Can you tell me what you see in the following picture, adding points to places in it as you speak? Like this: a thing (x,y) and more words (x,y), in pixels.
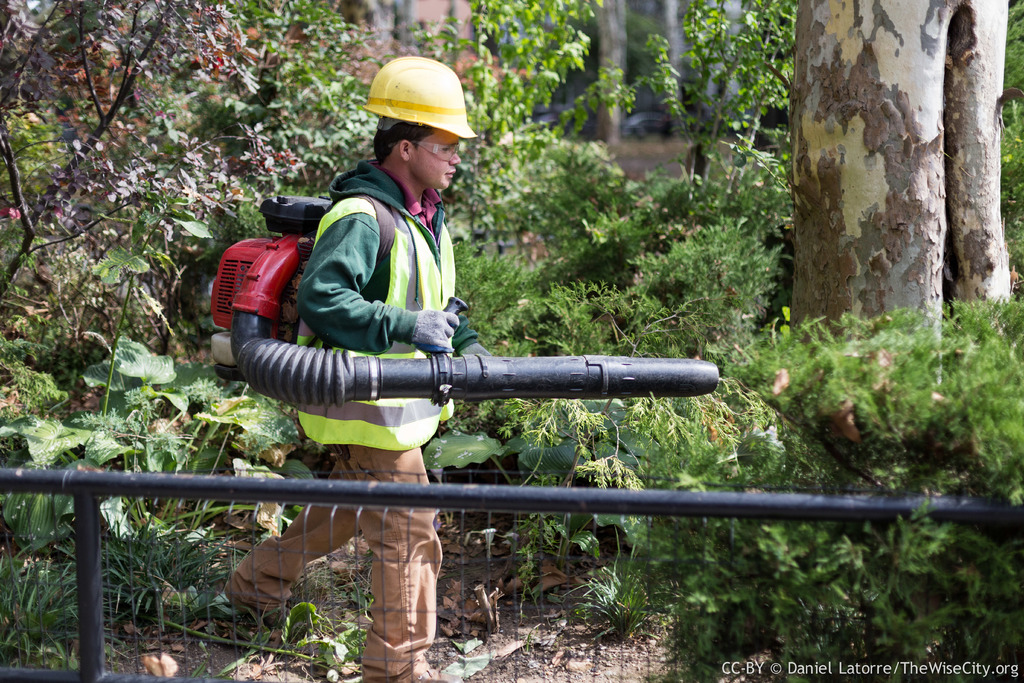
In the image there is a man (366,457), he is wearing some equipment bag (342,362) and walking on the land (447,630), around the man (309,433) there are plants (148,449) and trees (871,242).
